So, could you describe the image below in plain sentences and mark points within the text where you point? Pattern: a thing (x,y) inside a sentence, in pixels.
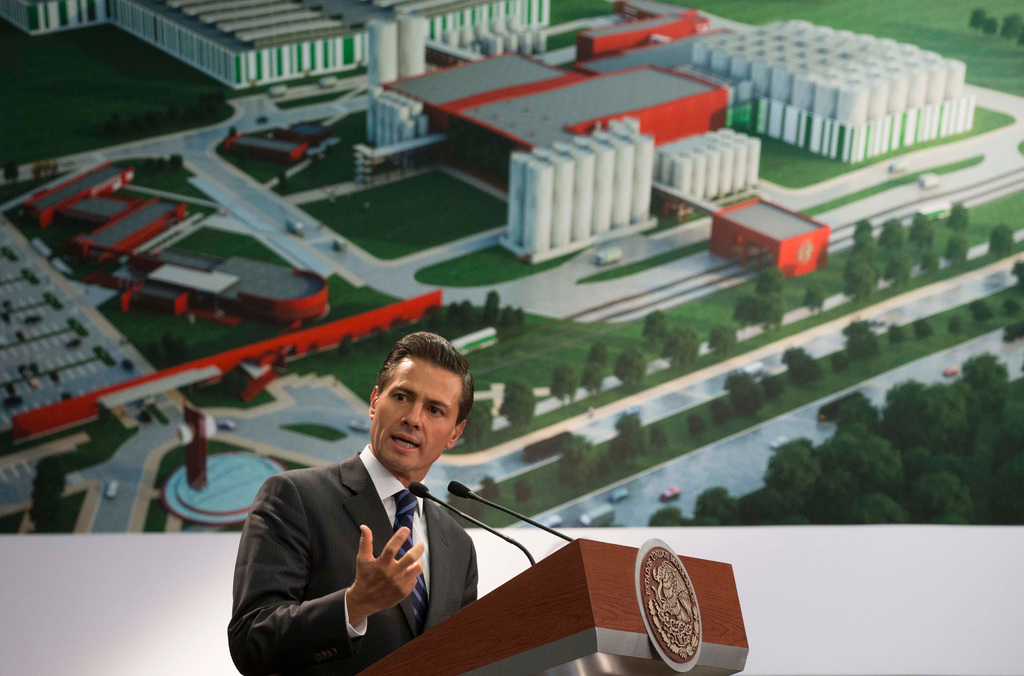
In the background (509,490) we can see a board (762,454). In this picture we can see a man (446,598) wearing a shirt (417,534), tie (402,527), blazer (380,519) and standing. He is talking. We can see a podium (647,627) and microphones (502,539).
